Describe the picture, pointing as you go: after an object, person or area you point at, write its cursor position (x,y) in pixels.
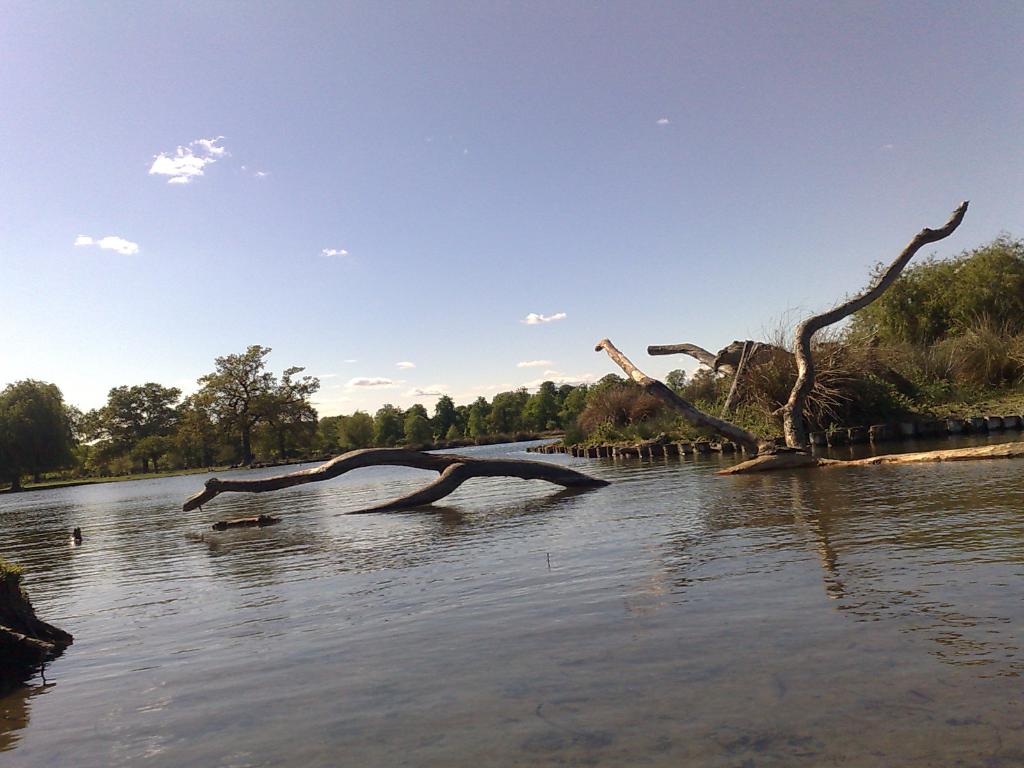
In this picture we can see a river (896,704) surrounded with trees (565,389) and plants (1015,394). Here the sky (453,316) is bright.
